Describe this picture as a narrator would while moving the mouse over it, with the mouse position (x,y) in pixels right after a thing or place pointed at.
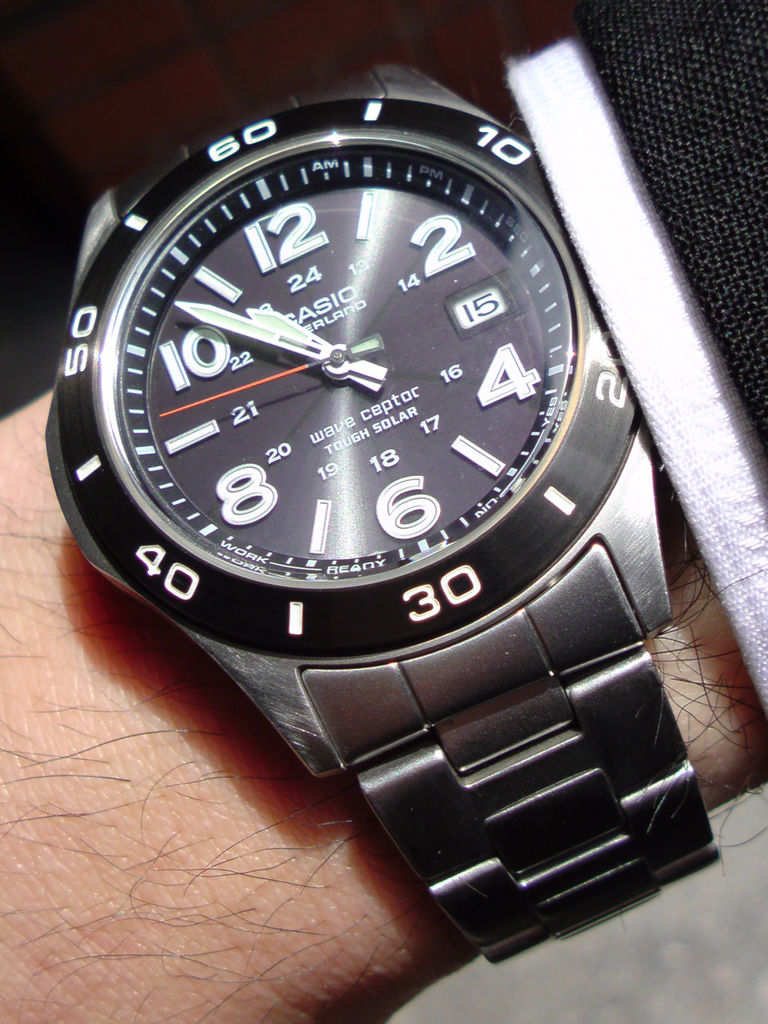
In this image I can see a human hand (137,657) and I can also see a watch (249,656) which is in gray color.
